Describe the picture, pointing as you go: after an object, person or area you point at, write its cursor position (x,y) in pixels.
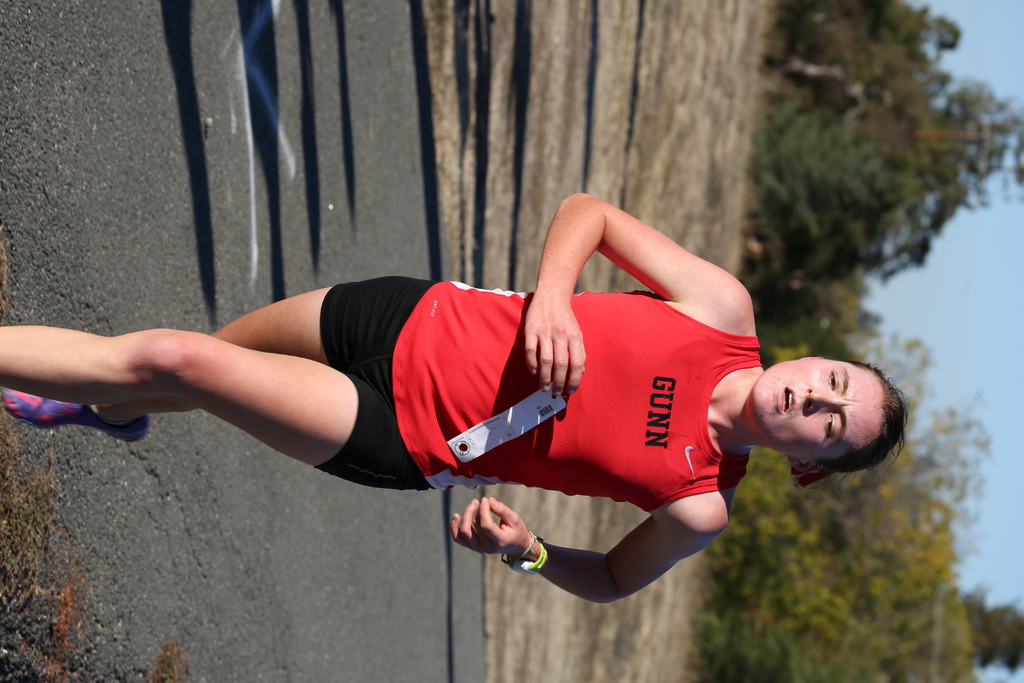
In this image I can see the person (582,439) is running and wearing red and black color dress (483,387). I can see few trees (852,306) and the sky (956,321).
